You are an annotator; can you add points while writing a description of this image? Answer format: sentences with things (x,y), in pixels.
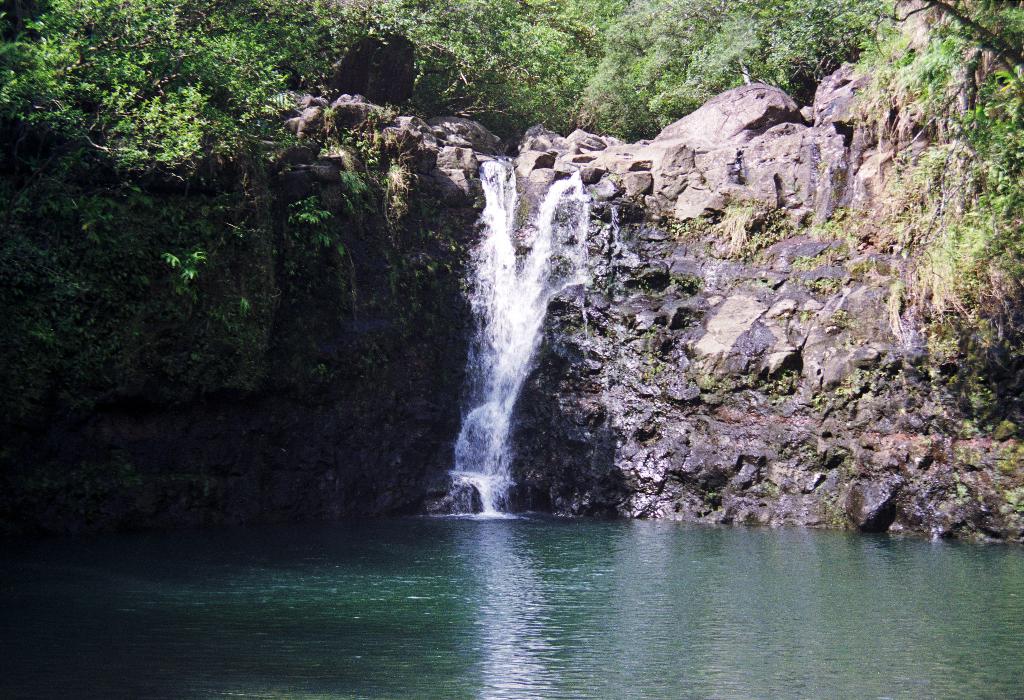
In the middle of the picture (463,457), we see the waterfalls (534,320). Beside that, there are rocks (764,170). On either side of the picture, we see trees (958,184). At the bottom (488,553), we see water (577,659). There are trees (550,21) in the background (496,41).
